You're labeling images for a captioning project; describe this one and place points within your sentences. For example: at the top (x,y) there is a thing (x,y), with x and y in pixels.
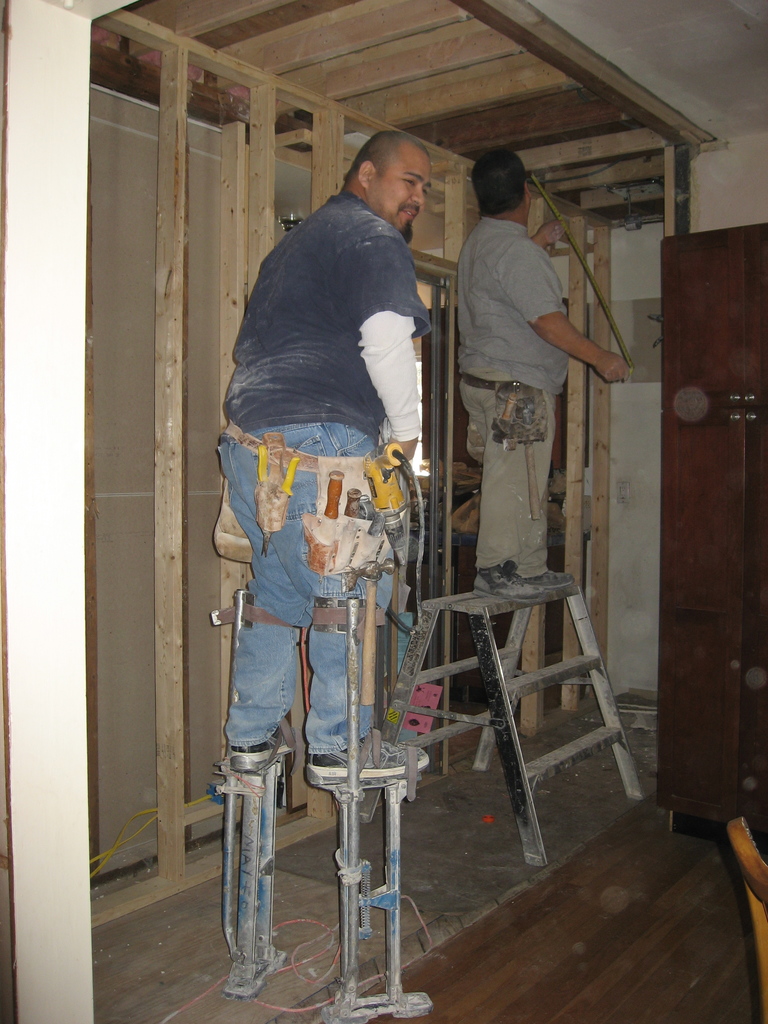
In this image there are two men (342,285). They are standing on a ladder (433,628) and a stand like structure (353,848). They are wearing tool belts (364,535). Inside the tool belts (359,473) there are many tools (335,480). This is a wooden structure (256,94). This is looking like a cupboard (706,646).
